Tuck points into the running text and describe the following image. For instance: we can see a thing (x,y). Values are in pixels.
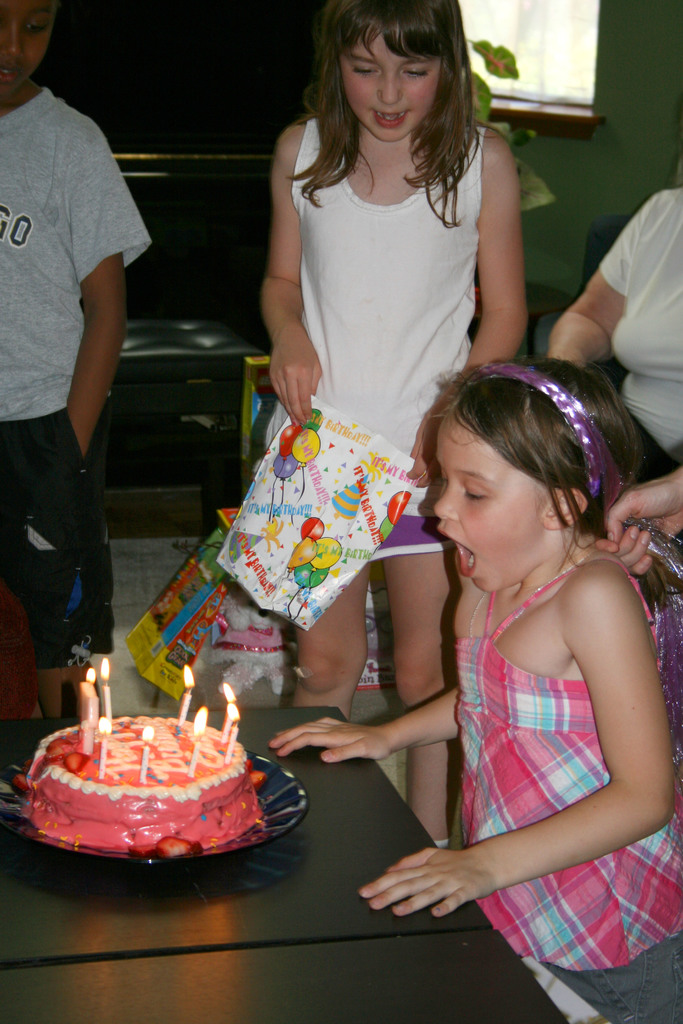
In this image we can see a few people (623,551) and there is a girl (576,577) and we can see a table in front of her and on the table (288,761) we can see a cake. We can see some other objects (205,1) in the room (676,155).
